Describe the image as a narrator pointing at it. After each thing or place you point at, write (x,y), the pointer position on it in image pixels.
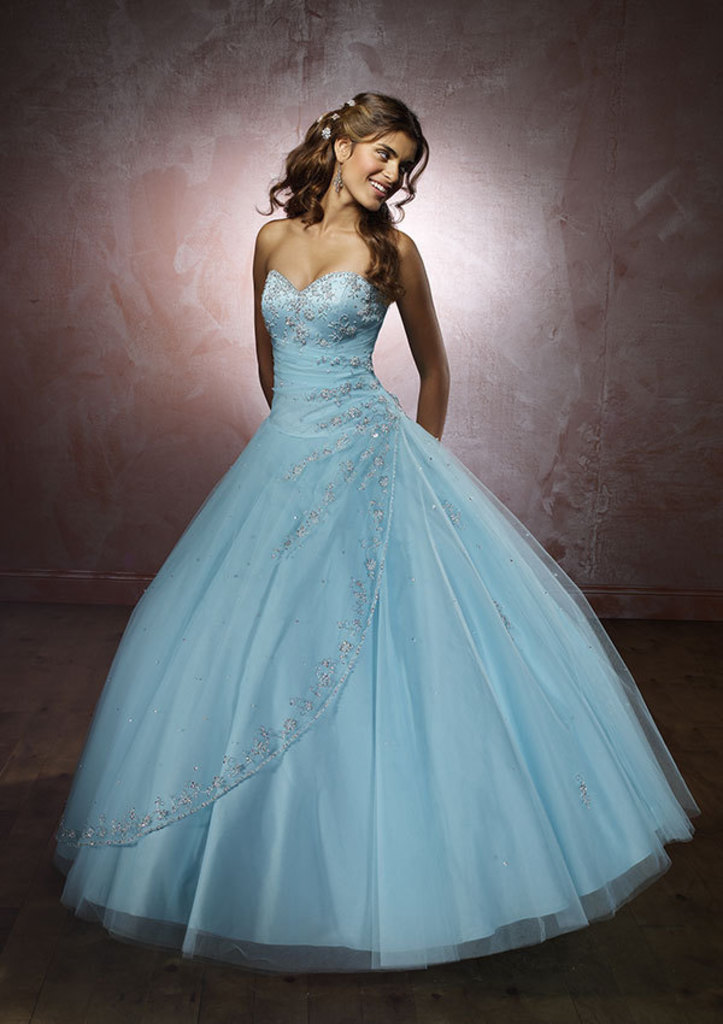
A woman (305,575) is standing wearing dress (217,739), here there is a pink color back ground (42,351).
